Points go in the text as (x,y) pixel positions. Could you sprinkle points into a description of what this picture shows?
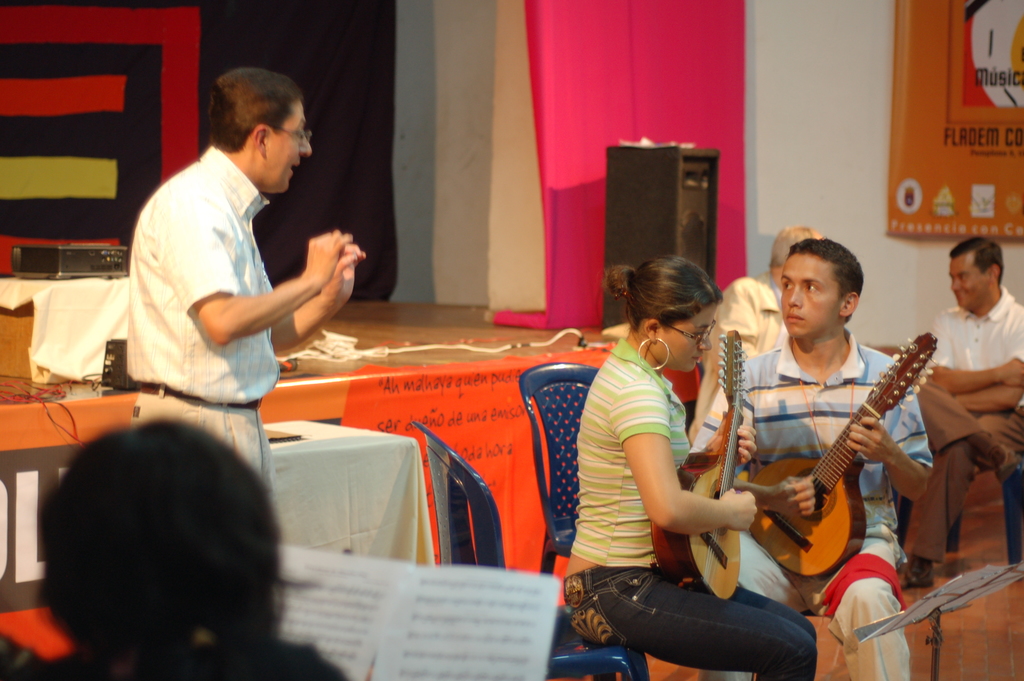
These two persons (676,362) are sitting on a chair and playing guitar (798,530). On this stage (456,342) there is a device (99,265), box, cables (448,349) and speaker (615,234). On a wall (859,141) there is a banner (914,104). Front this woman (176,534) is holding a book (429,626). This man (199,397) is standing.
